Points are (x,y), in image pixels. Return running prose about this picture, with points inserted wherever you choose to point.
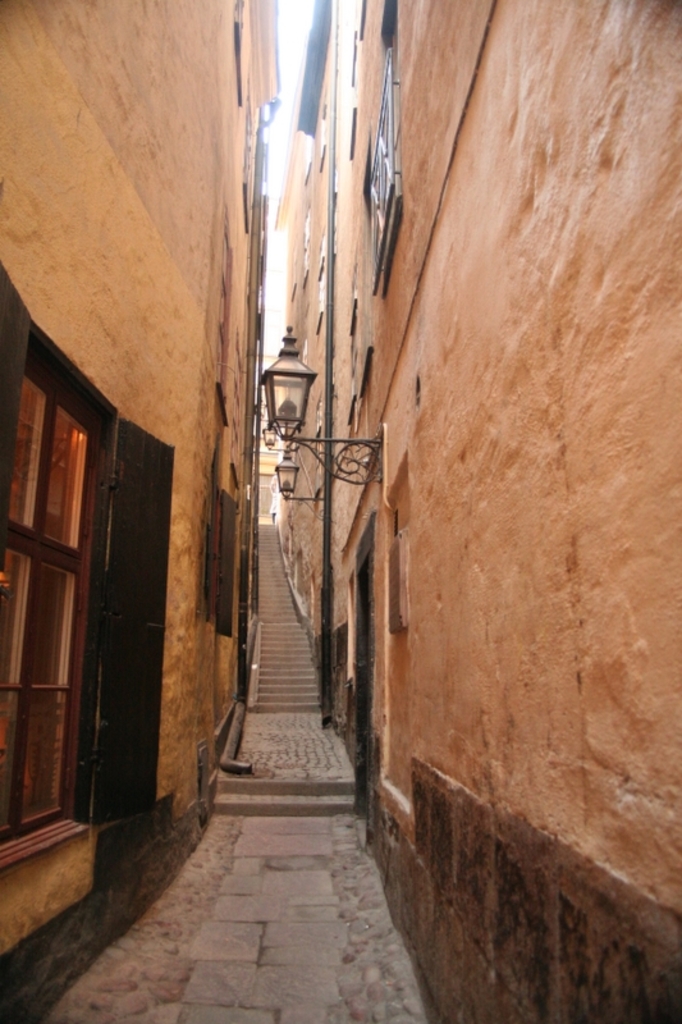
In this image I can see buildings (421,453), steps (284,624) and lights (300,417) attached to the wall (321,434). Here I can see a window (42,640). In the background (284,95) I can see the sky (281,109).
